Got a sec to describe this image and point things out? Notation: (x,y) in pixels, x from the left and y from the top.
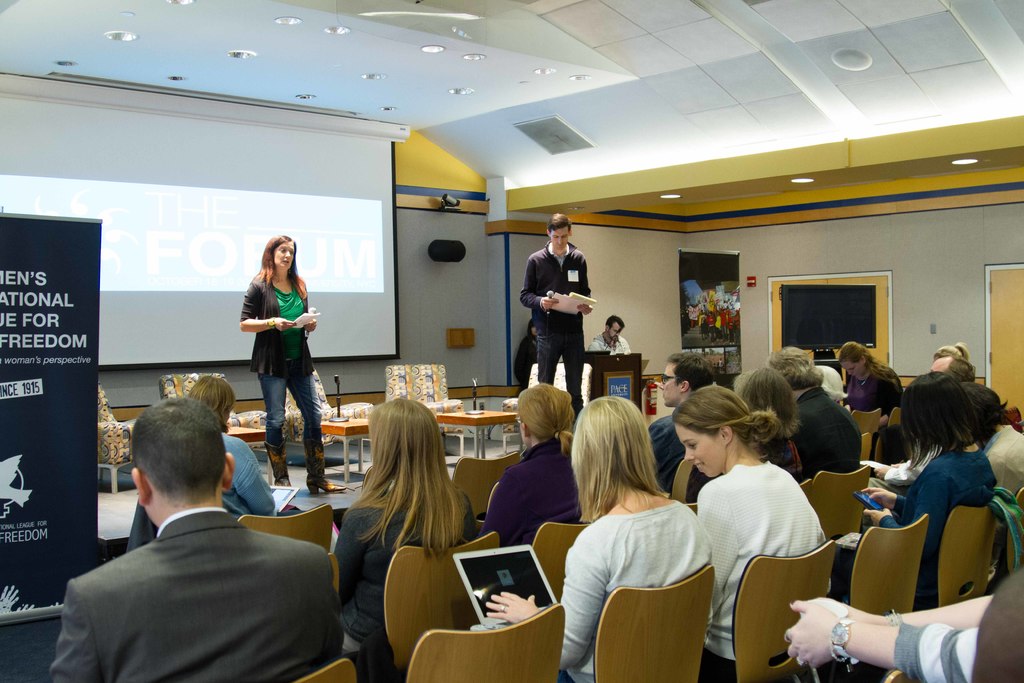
In this image there are two people (287,357) standing on the stage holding papers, in front of them there are a few people (501,514) sitting in chairs (878,558), on the stage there are empty chairs (358,411) and tables (447,416), on the tables (358,428) there are a few objects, behind the stage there is a screen (236,212), on the left of the image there is a banner (63,319), beside the screen (314,284) there is a speaker (448,254), camera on the wall (503,296), on the right side of the image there is a person (602,343) sitting, in front of the person (614,336) there is a table (613,366), beside the person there are photo frames (701,262) on the wall (618,283).
